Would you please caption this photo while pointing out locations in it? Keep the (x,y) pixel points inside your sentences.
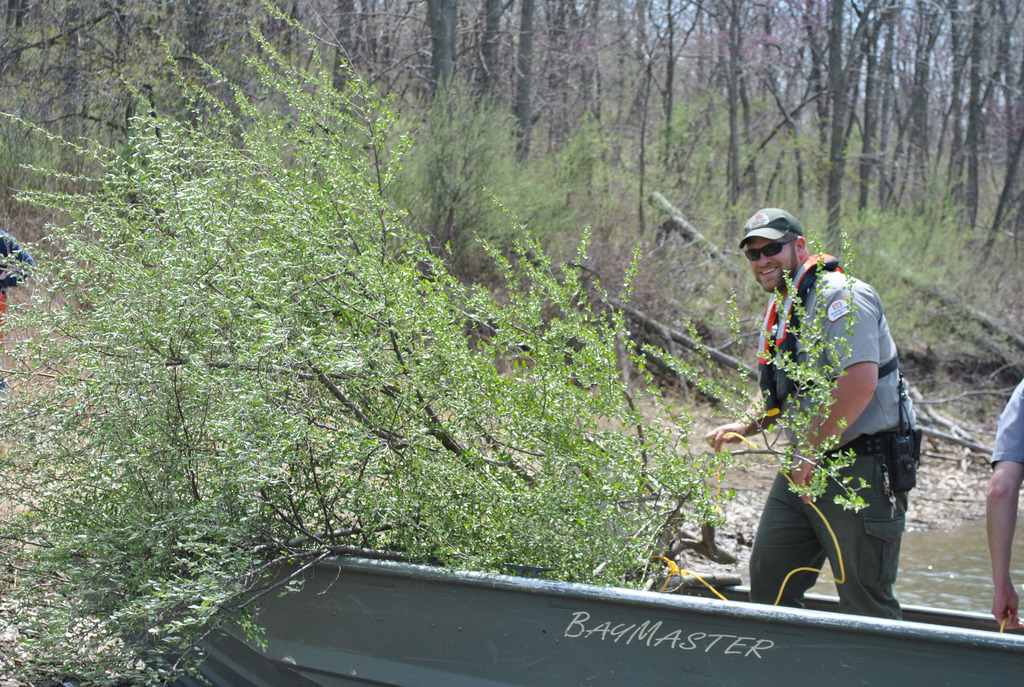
In this picture there is a man (790,248) who is standing on the right side of the image (869,568) in a boat (411,673) and there are trees (640,88) in the background area of the image (787,98), there is another man (1003,424) on the right side of the image (1007,507).
